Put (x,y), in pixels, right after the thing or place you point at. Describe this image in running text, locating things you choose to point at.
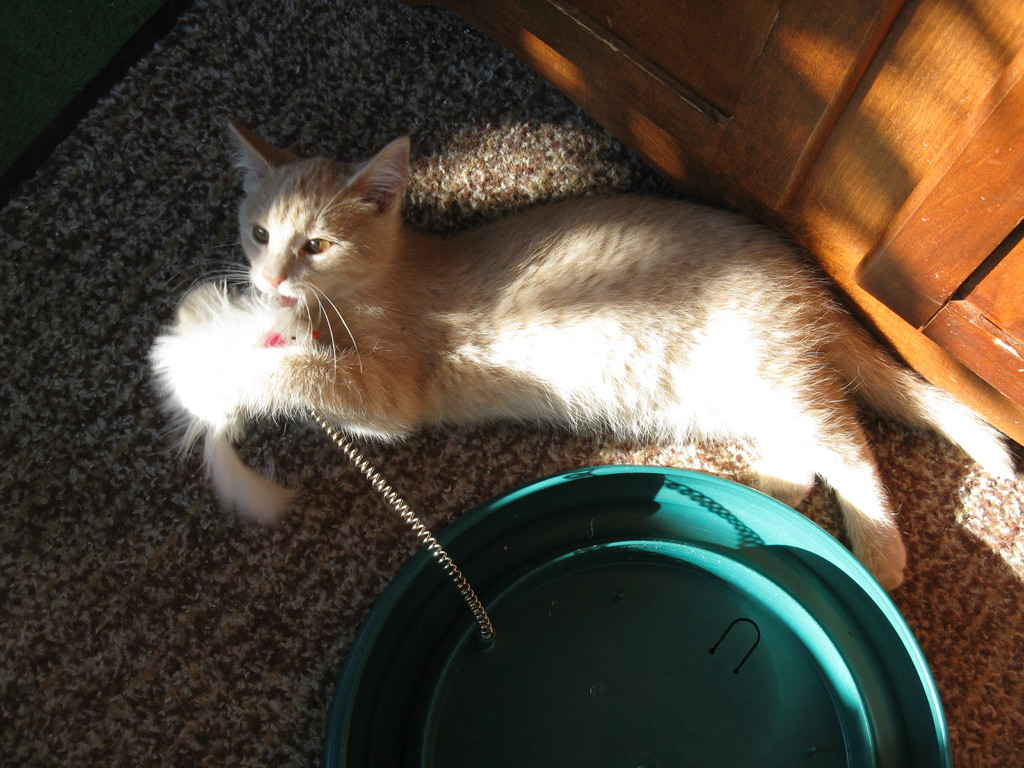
In the center of the image (402,322), we can see a cat (273,280) on the mat (131,460) and there is a spring toy (394,502) and a container (585,687). In the background (632,40), there is a cupboard (591,98).
